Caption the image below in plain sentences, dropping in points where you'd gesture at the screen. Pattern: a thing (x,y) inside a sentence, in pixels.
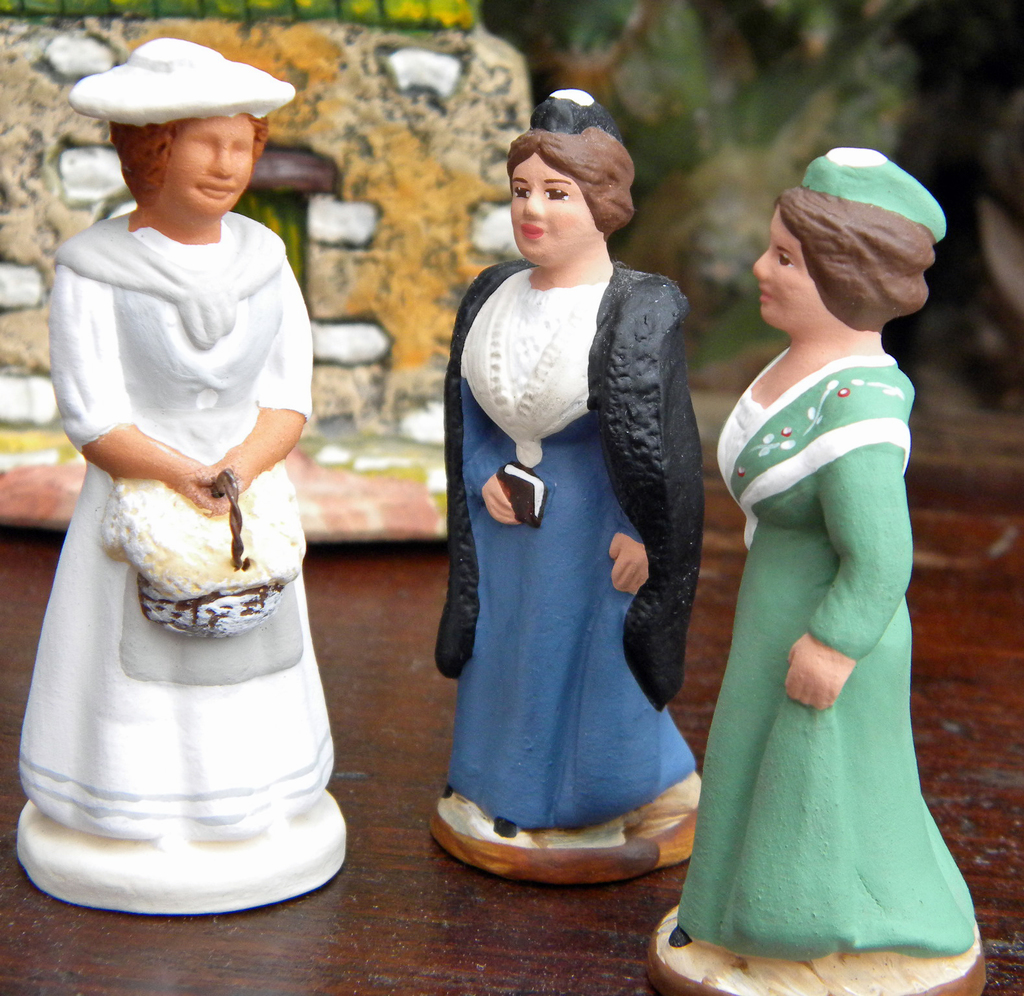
In the picture we can see three women sculpture dolls (162,635) are placed on the wooden plank (958,793) and in the background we can see some toy house (20,347).
